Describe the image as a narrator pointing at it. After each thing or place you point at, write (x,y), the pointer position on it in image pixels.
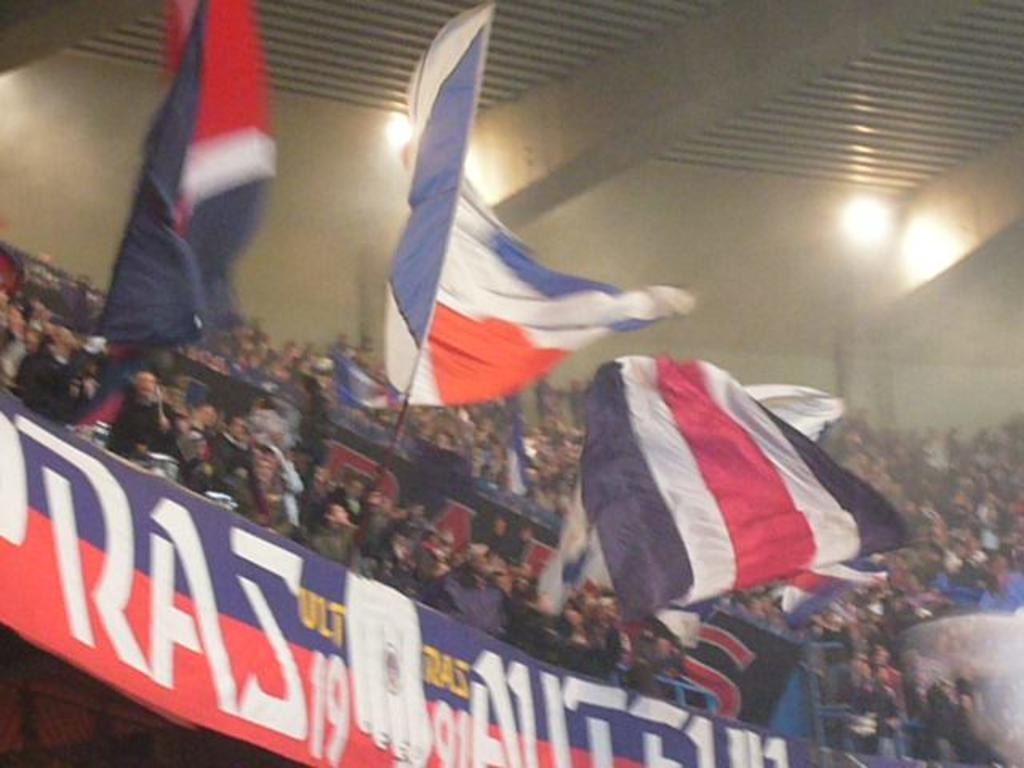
In this image we can see group of audience (492,540), some person (266,446) are holding flags (778,473) in their hands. In the foreground (311,662) we can see a signboard (271,726) with some text (104,588). In the background (896,104), we can see some lights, pillar (624,81) and the roof (831,128).
